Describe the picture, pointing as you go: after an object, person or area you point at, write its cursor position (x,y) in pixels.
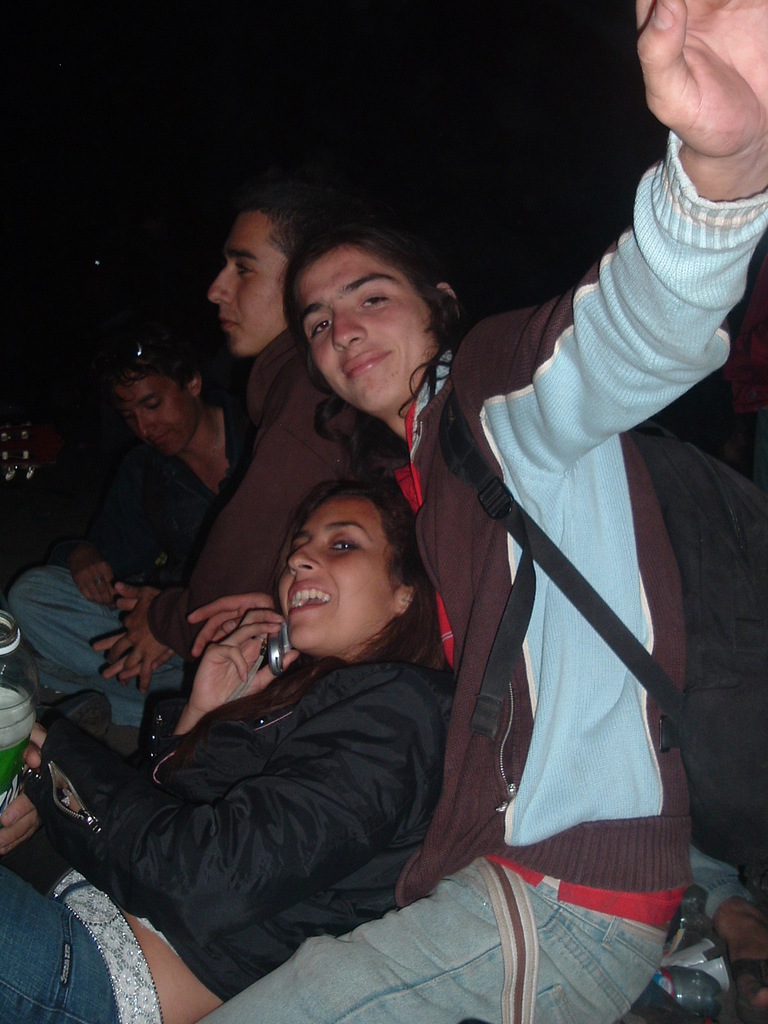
In this image we can see a group of people (318,703) sitting. One of the person (550,612) is carrying a backpack (686,503) and one is holding a mobile (276,659) while another is holding a bottle (14,760).
